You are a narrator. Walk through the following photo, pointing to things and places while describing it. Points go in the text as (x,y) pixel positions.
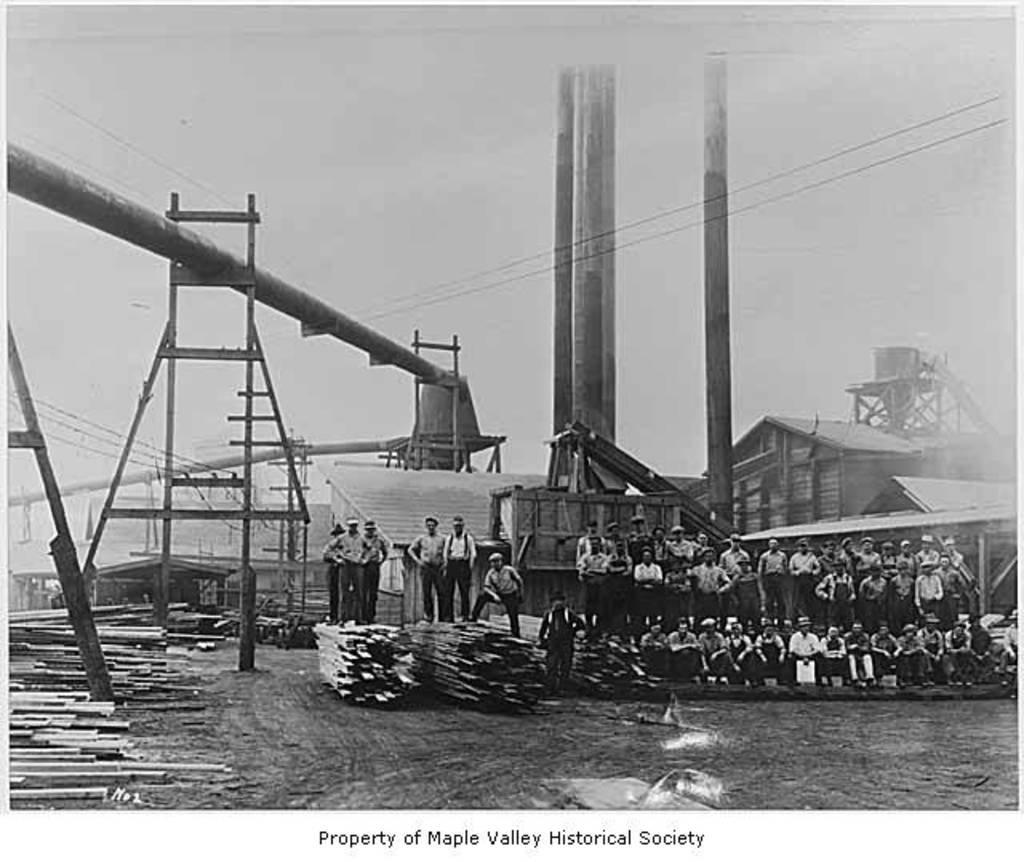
It is a black and white picture. In the center of the image (551,563) we can see the sky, houses (955,513), pillars (290,532), few people (451,536) are standing, few people (988,630) are sitting and a few other objects (498,459). At the bottom of the image (387,840), we can see some text (578,841).
